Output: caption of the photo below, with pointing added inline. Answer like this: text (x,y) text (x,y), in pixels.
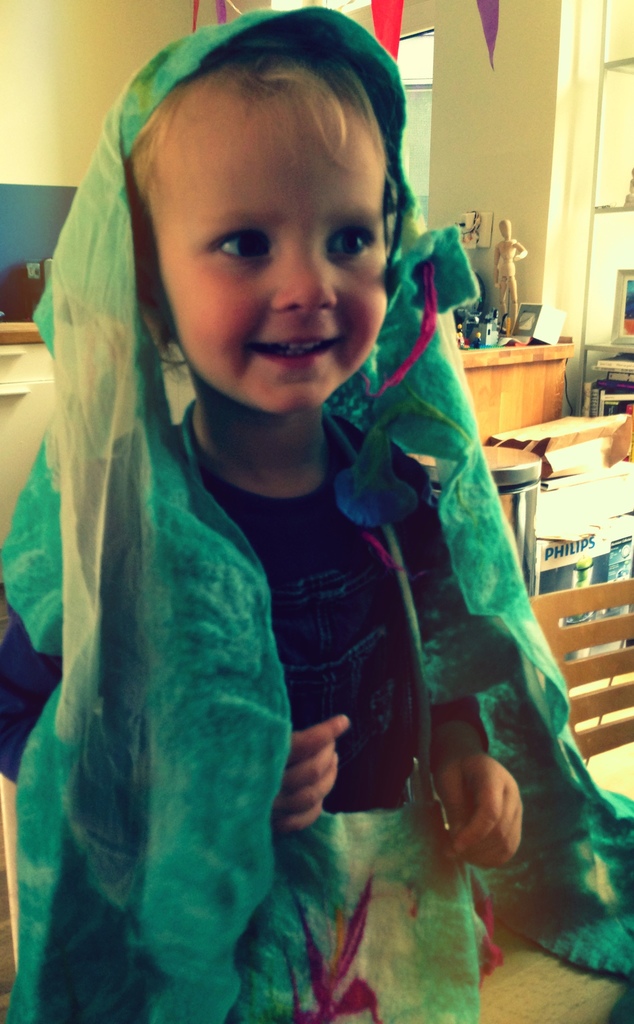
In this image, I can see a kid (352,682) standing and smiling. On the right side of the image (589,593), I can see a chair (564,641) and a cardboard box (567,566). Behind the kid (142,211), there are objects (628,299). At the top of the image (393,28), I can see colorful papers (217,11).
